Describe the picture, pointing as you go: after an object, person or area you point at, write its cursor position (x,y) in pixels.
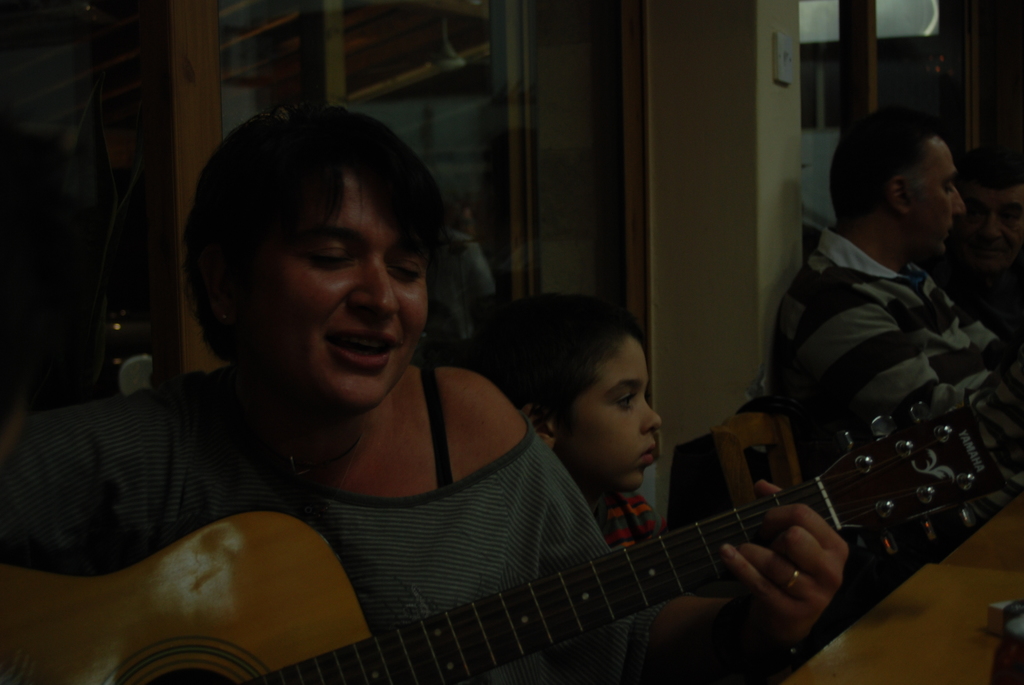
In this picture we can see a woman (683,606) playing guitar (677,594). There is a girl (617,393). And on the right side of the picture (971,183) we can see two persons (888,392) sitting on the chairs (790,452). This is table (917,682) and there is a wall (744,212).
